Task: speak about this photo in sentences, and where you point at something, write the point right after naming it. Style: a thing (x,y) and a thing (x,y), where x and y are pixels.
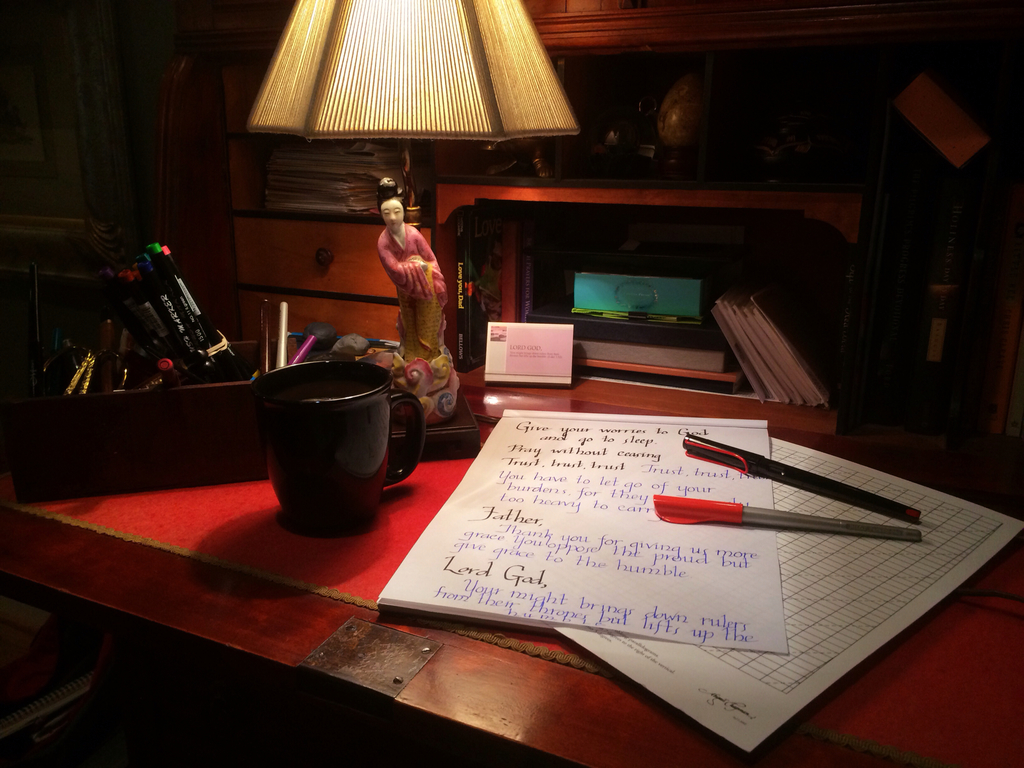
In this image we can see a wooden table (317,601) where papers (737,600), pens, a cup (302,521), books (761,376) and a table lamp (390,224) are kept on it.
